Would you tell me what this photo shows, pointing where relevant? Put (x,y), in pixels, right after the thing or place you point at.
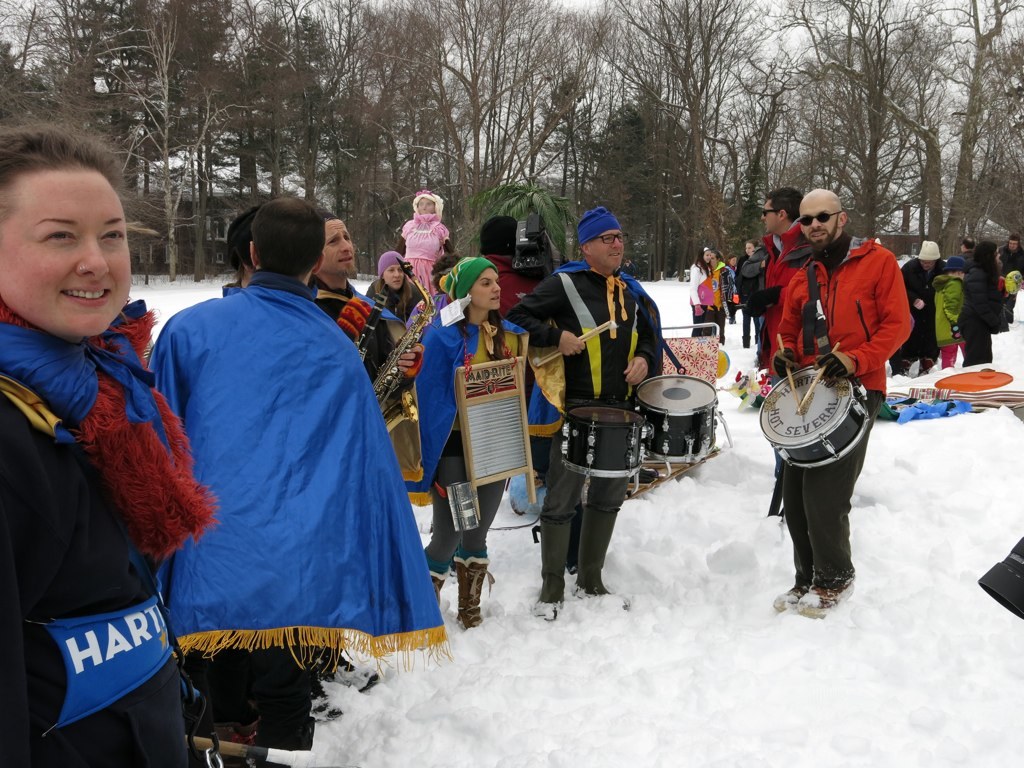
In this image we can see so many people (778,261) are standing on the snow land (561,694). Background of the image (822,168) dry trees (584,116) are present. In the middle (592,270) one man (592,535) is standing, he is wearing black color dress (580,306) and holding two drums (639,422). Beside him one more man (826,348) is there, he is wearing red jacket (836,339) with black pant (822,476) and he is playing drum (809,428). Extreme left side of the image (90,457) one lady (96,503) is smiling and she is wearing black color jacket (74,486).
